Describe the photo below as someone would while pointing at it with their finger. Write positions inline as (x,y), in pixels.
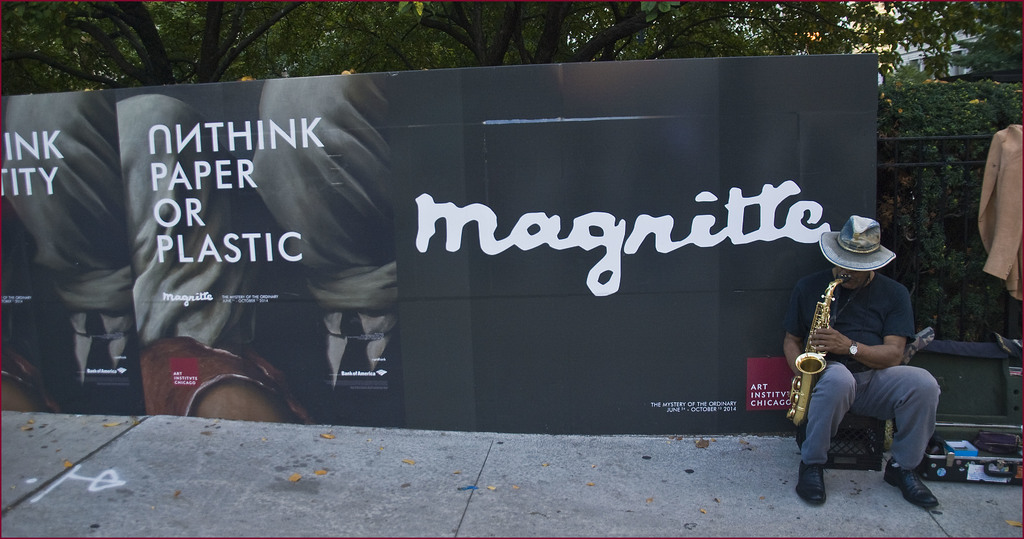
In this picture we can see a man (898,380), he is seated and he wore a cap (863,256), and he is playing saxophone (828,323), beside to him we can find a box (946,451) and a hoarding (425,266), in the background (120,28) we can see trees (865,18) and a house (922,60).
